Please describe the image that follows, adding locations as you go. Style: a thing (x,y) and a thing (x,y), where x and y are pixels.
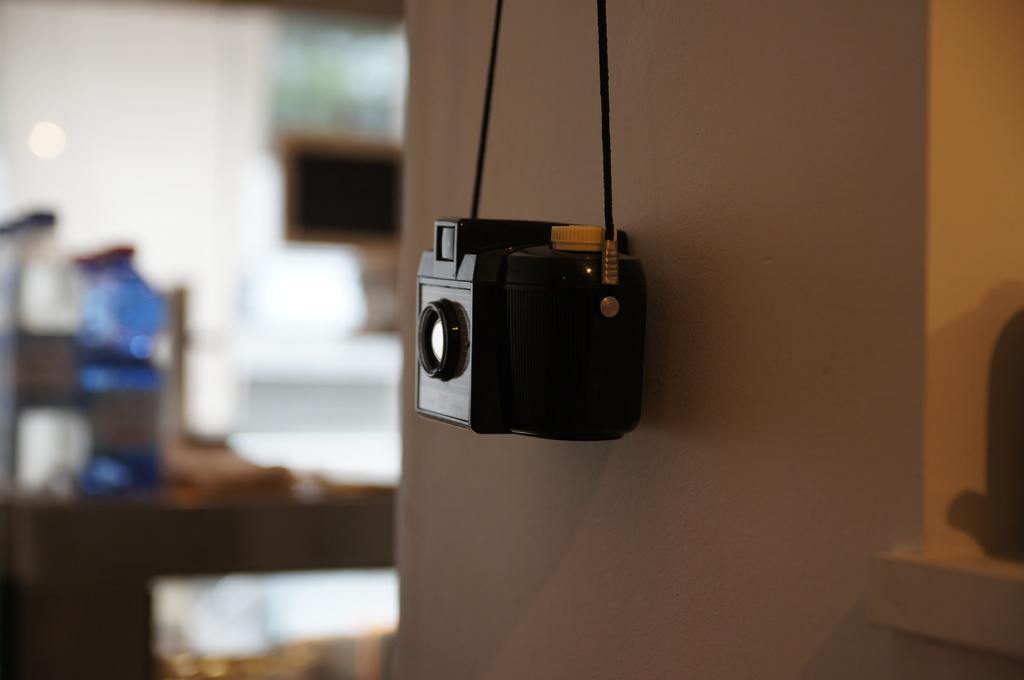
In this image there is a camera (476,287) hanging. Behind the camera (536,405) there is a wall (798,319). To the left (166,521) there is a table (93,513). There are bottles (128,325) on the table (113,527). In the background (197,107) there is a wall (129,110). The background (289,49) is blurry.
